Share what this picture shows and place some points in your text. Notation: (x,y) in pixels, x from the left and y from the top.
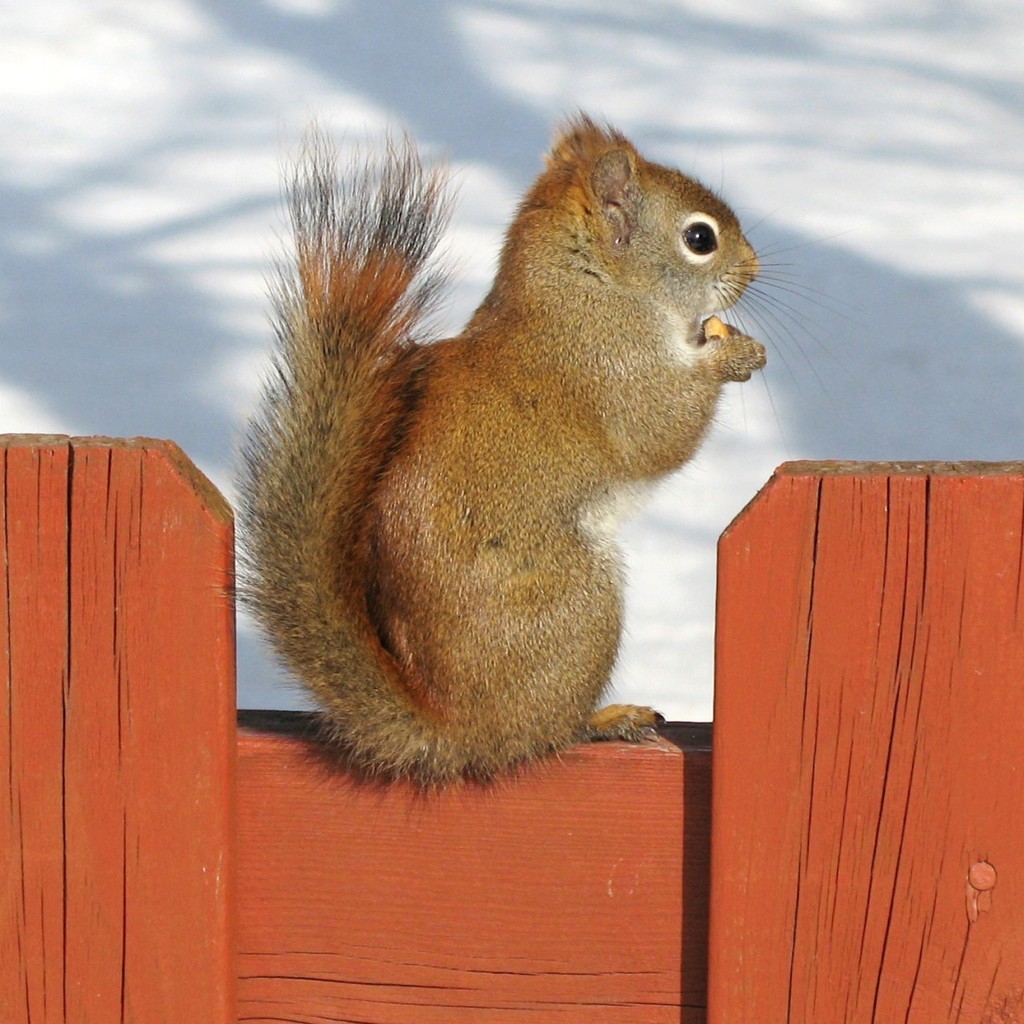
At the bottom of the picture (412,798), we see a wall (560,819) in red color. There is a squirrel (471,615) on the wall (443,802). In the background (814,230), we see the snow (172,364).
